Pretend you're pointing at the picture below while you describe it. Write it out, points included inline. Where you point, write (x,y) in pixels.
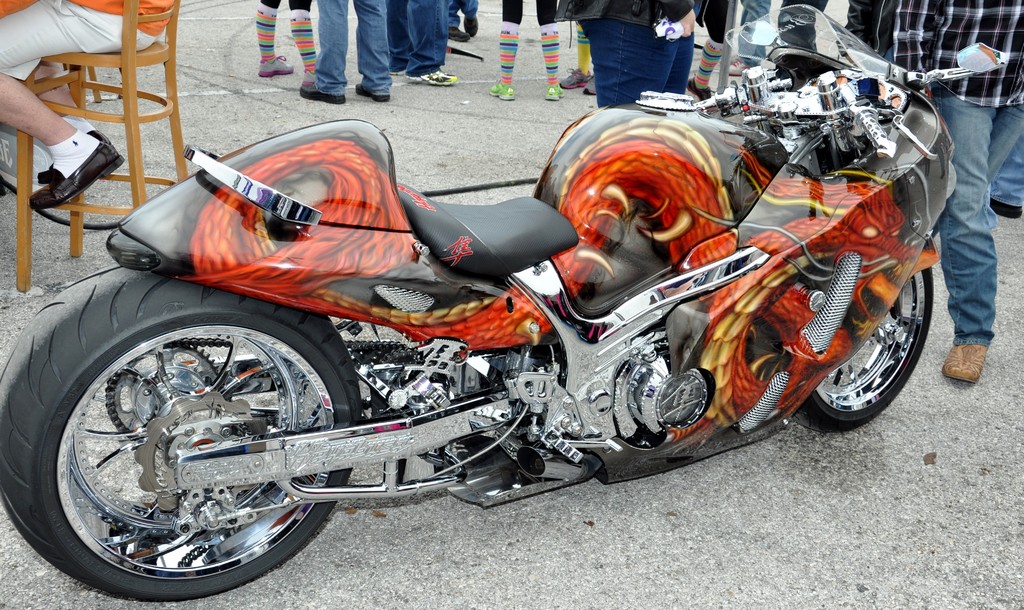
There is a bike (576,236) on the road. In the background (56,113) we can see a person (64,99) sitting on the chair (97,95) and few people (713,52) are standing on the road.
